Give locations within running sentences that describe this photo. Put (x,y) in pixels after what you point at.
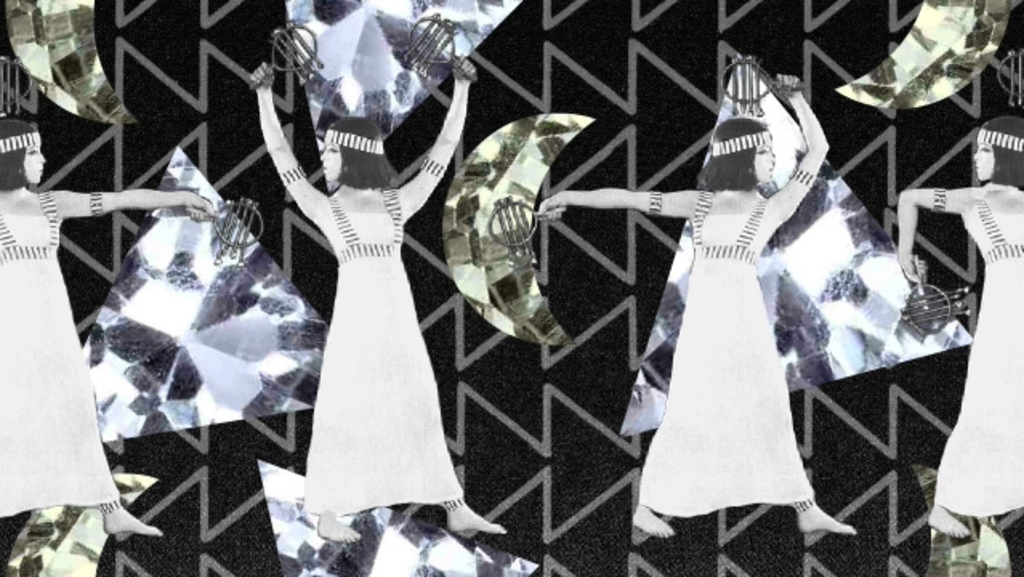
In this picture we can see four women (56,218) holding objects (222,213) with their hands (915,279) and in the background (236,287) we can see stickers (925,64).
